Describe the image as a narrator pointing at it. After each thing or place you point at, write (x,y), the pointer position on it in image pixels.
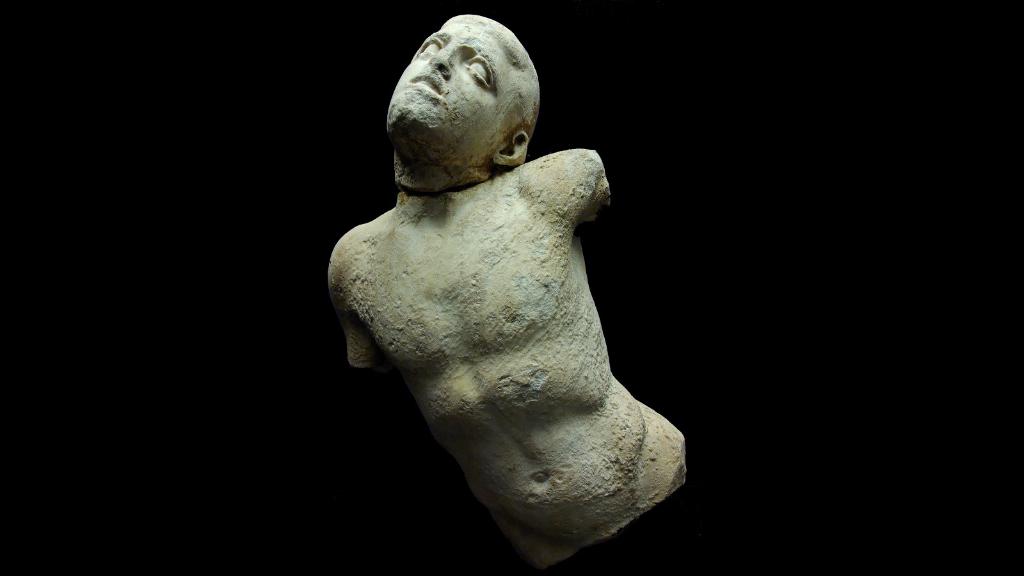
In the picture we can see a sculpture (432,406) of a human body (456,393) without legs and hands, only with a head (467,159) bent.
